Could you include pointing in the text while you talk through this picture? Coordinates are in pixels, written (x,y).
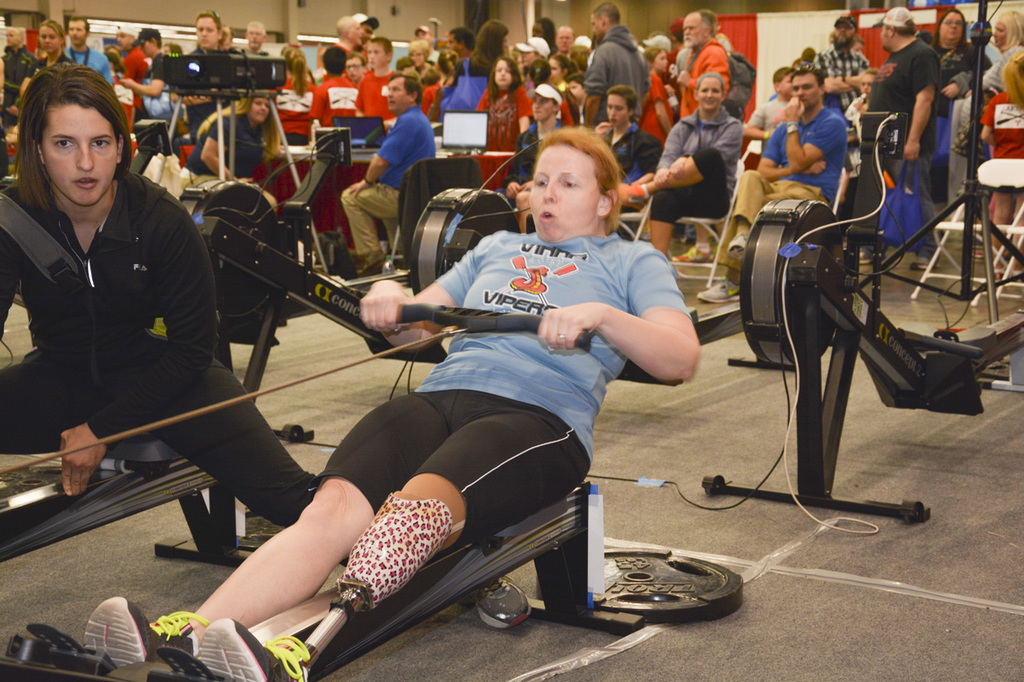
In this picture there is a woman (587,301) sitting and holding the device (405,312) in the foreground (566,332) and there is a woman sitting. At the back (639,62) there are group of people (618,157) sitting on the chairs (402,209) and there are group of people (552,63) standing. At the back (978,23) there are machines (783,220) and there are devices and objects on the table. At the back (319,20) there is a wall (638,3).
